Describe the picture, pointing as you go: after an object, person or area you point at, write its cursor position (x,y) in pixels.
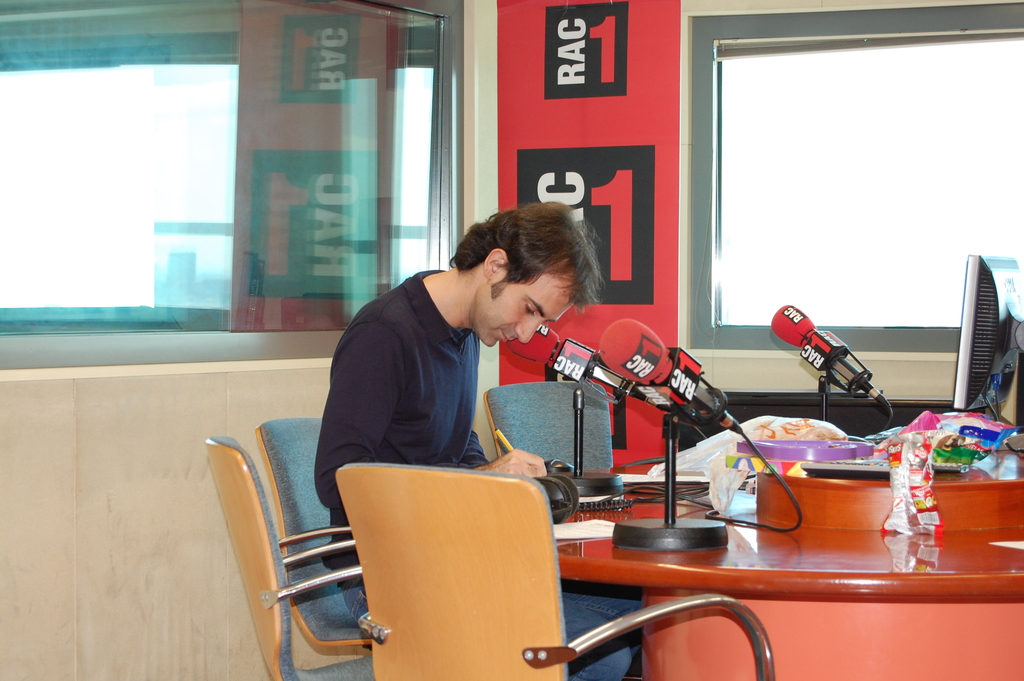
In this picture there is a man (427,375) who is wearing a black shirt (406,381) and is holding a pen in his hand (513,456). There is a mic (686,395) on the table (778,544). There is a computer (995,340) to the right side (987,360). This man (424,361) is sitting on the chair (325,621).
